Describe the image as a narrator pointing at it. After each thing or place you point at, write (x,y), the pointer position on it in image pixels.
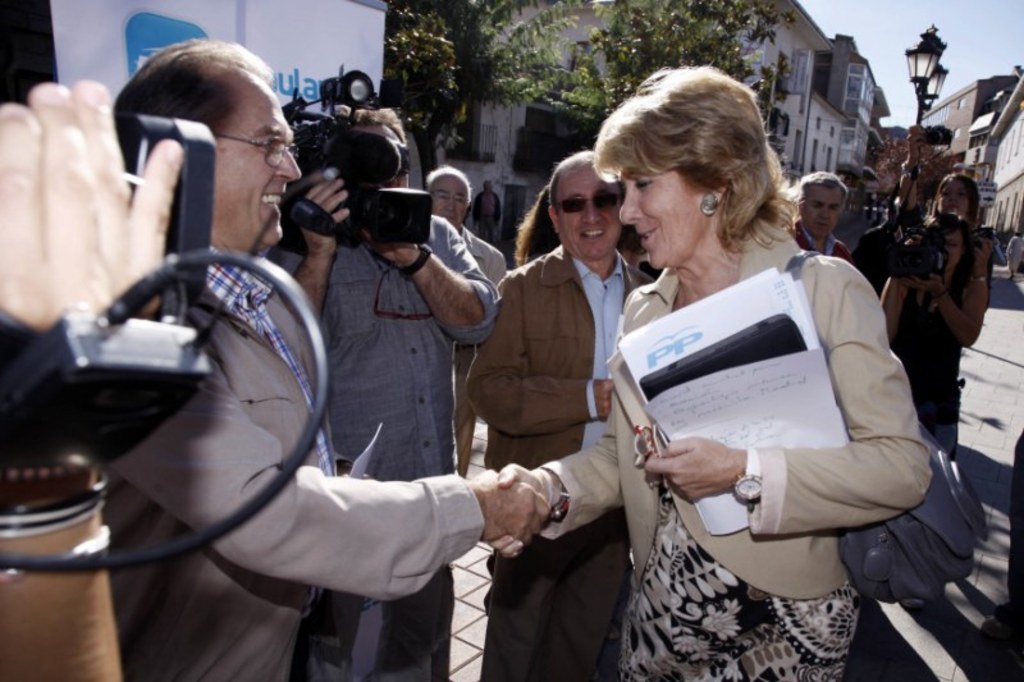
People (971,279) are present. Few people (391,119) are holding cameras (937,143). 2 people (537,513) are greeting each other. The person (703,275) at the right (736,275) is holding papers (724,311) and wearing a bag (934,496). There are light poles (911,72), trees (410,3) and buildings (992,108) at the back (771,65). There is a banner (101,19) at the left (333,69).
